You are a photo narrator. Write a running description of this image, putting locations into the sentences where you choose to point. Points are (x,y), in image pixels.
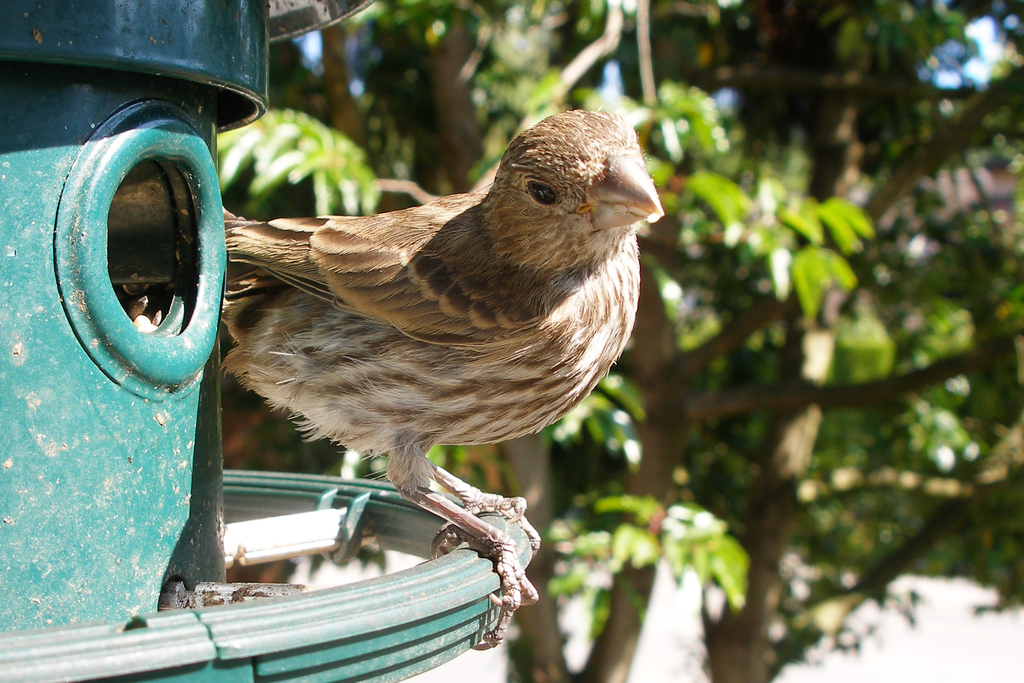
This picture shows a bird (625,193) on a feeder (104,614) and we see a couple of trees (710,460) on the side.
